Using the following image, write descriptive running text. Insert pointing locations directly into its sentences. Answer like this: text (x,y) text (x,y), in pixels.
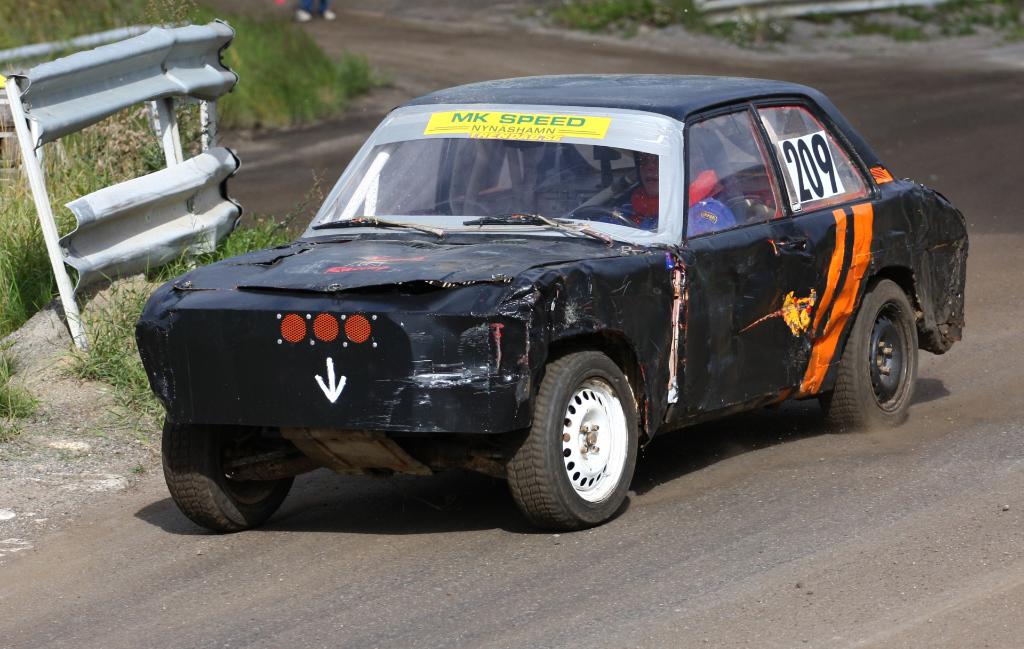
In this image I can see a road (560,579) in the front (585,535) and on it I can see a black colour car (362,389). In the car (804,289) I can see one person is sitting and in the background (294,78) I can see grass (233,108) and few things (106,87) on the left side (82,100).
